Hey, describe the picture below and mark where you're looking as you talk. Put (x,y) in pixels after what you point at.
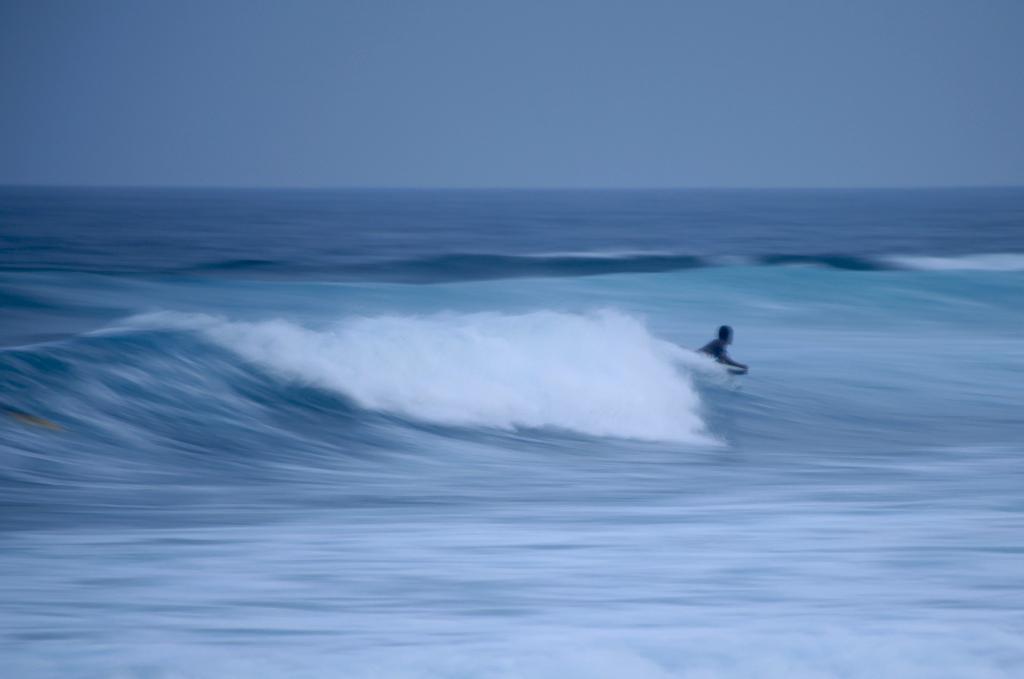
In this picture we can observe a person (727,344) surfing on the surfing board (736,370). He is surfing on the ocean tide (359,416). In the background (519,280) there is an ocean (486,230) and a sky (433,99).
